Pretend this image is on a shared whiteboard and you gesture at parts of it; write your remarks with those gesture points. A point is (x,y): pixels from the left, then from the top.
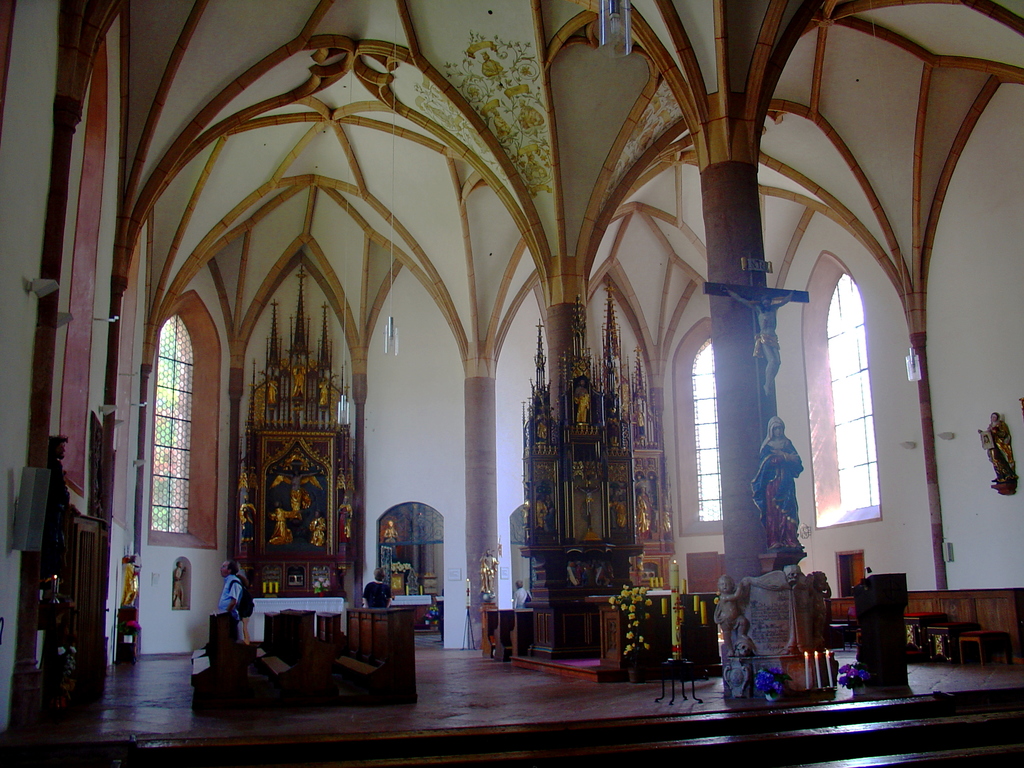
In this image I can see the inner part (278,203) of the building (573,108). I can also see few windows (164,399), few statues (989,434) and the wall (420,413) is in white and brown color.
